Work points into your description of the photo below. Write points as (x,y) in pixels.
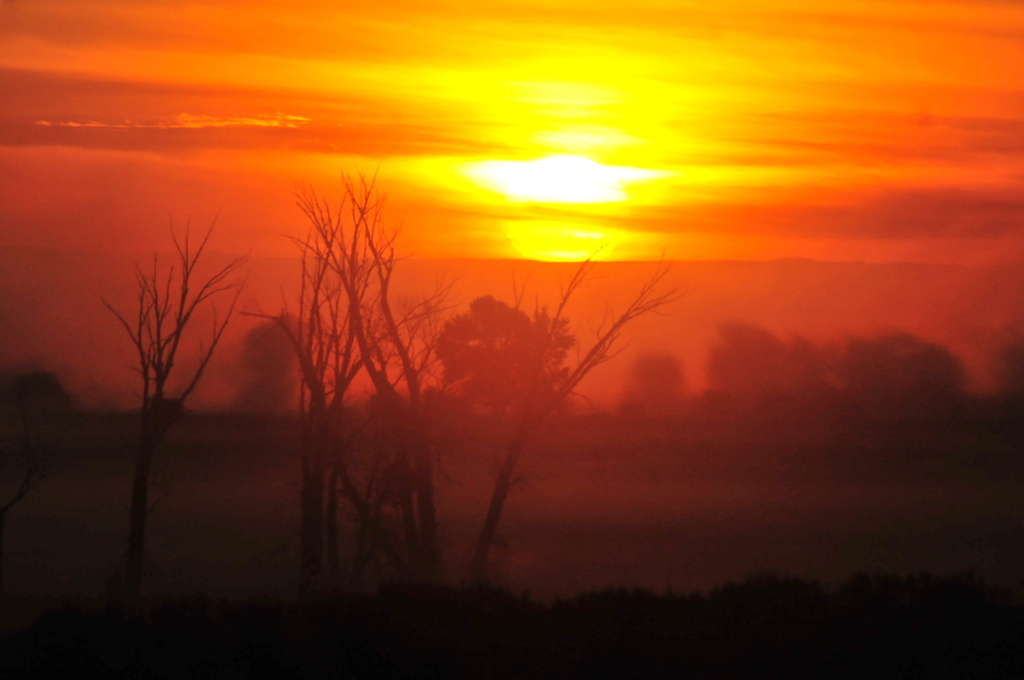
In this image I can see number of trees (304,320), the sky (256,10) and the sun (523,233). I can also see this image is orange in colour.
